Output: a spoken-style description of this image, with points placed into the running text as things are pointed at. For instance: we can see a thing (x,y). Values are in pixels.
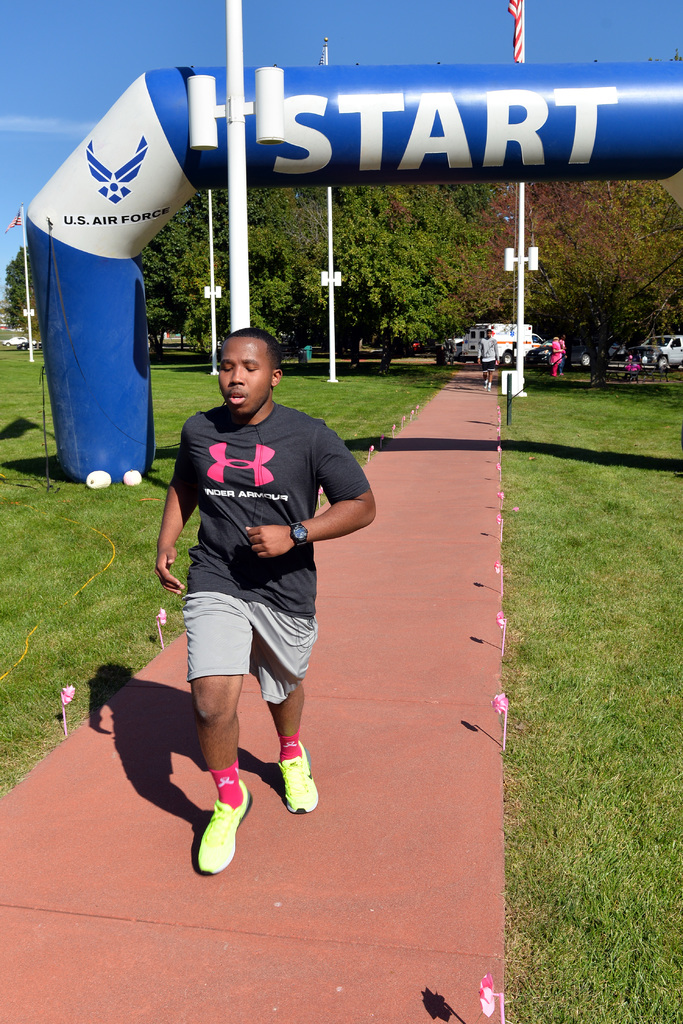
The man (212,466) in black T-shirt (256,525) is running. At the bottom of the picture (565,773), we see grass (545,601). Behind him, we see a pole (230,138) and a board (367,126) in blue color with some text (589,128) written on it. There are vehicles (528,327) parked in the background (500,329). We see the poles (524,264) and flags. There are trees (474,201) in the background (311,285).
